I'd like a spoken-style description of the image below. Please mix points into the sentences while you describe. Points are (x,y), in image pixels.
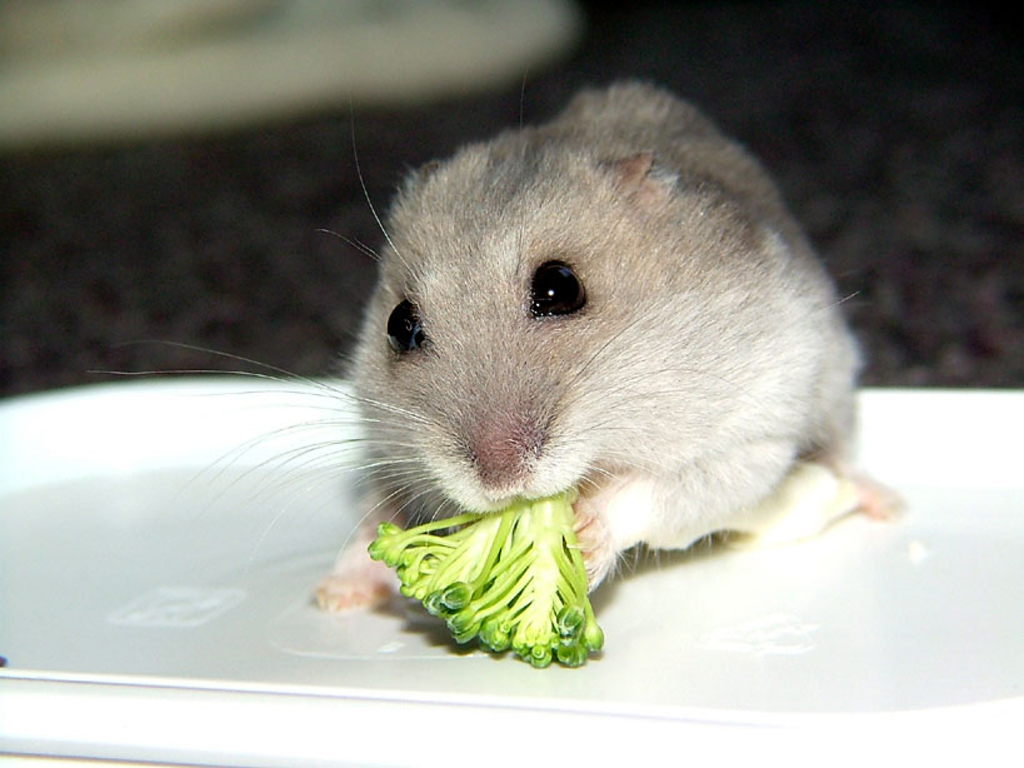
The picture consists of a hamster (520,493), eating some food (534,598). The hamster (568,337) is on a plate (349,502). The background (408,28) is blurred.
